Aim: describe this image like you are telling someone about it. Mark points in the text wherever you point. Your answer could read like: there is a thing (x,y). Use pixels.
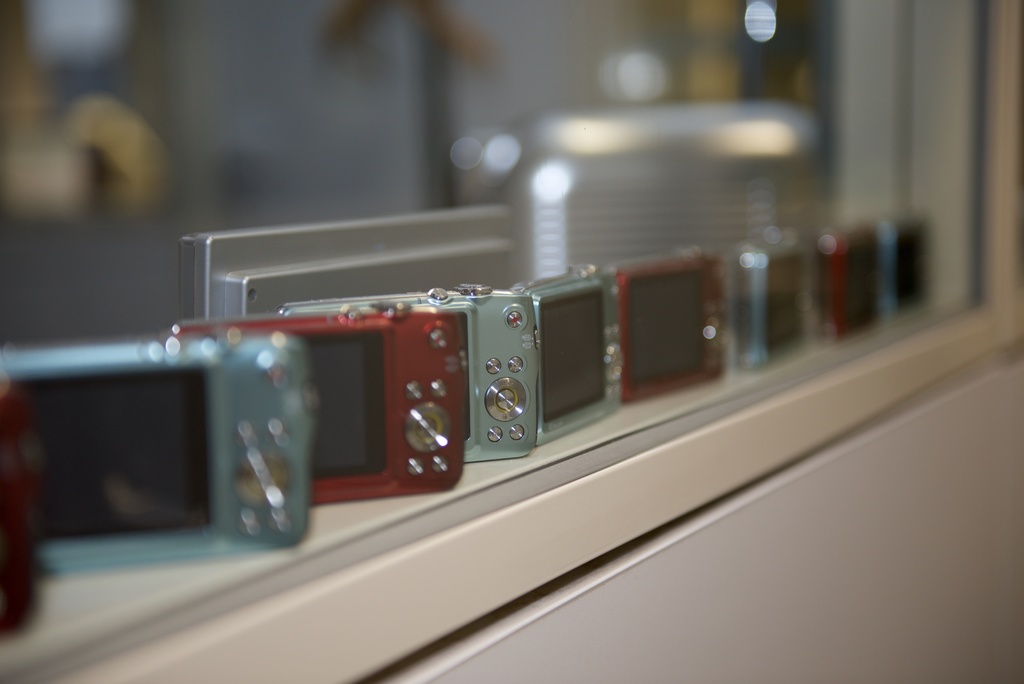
In the center of this picture (558,414) we can see the devices (288,399) are placed on the top of an object (681,416). The background of the image (551,152) is blurry and we can see some other objects (580,171) in the background (678,138).
